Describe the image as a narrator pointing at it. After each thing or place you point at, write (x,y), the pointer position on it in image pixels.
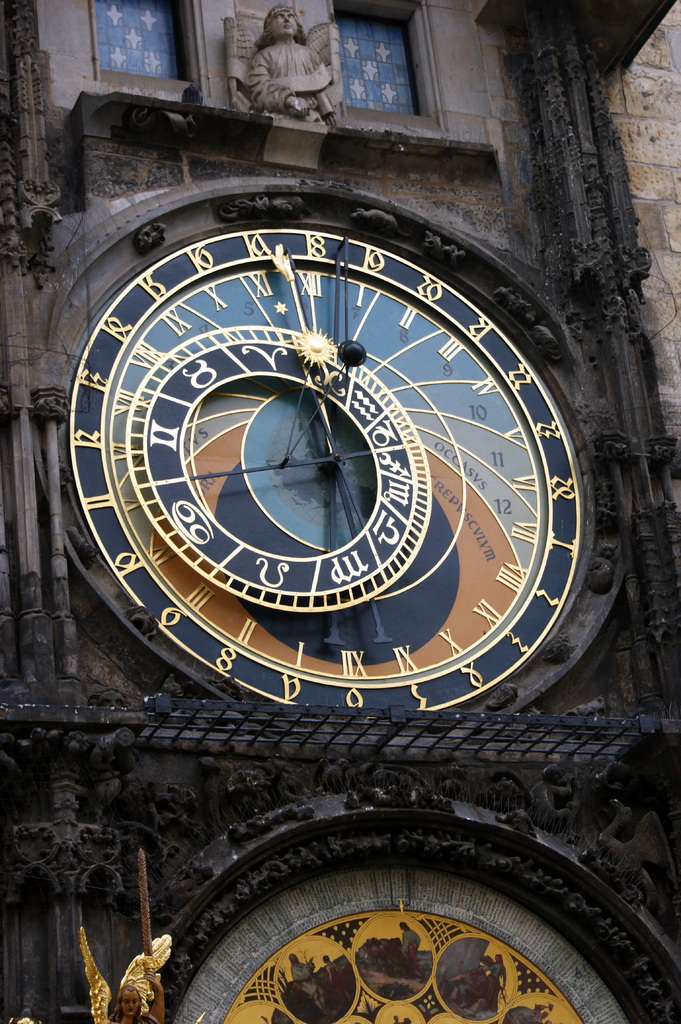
In this picture we can observe a clock (279,309) on the wall (121,187) of this building (234,231). There is a statue (250,52) on this building (236,4). We can observe two windows (349,51) on either sides of this statue (247,65).
